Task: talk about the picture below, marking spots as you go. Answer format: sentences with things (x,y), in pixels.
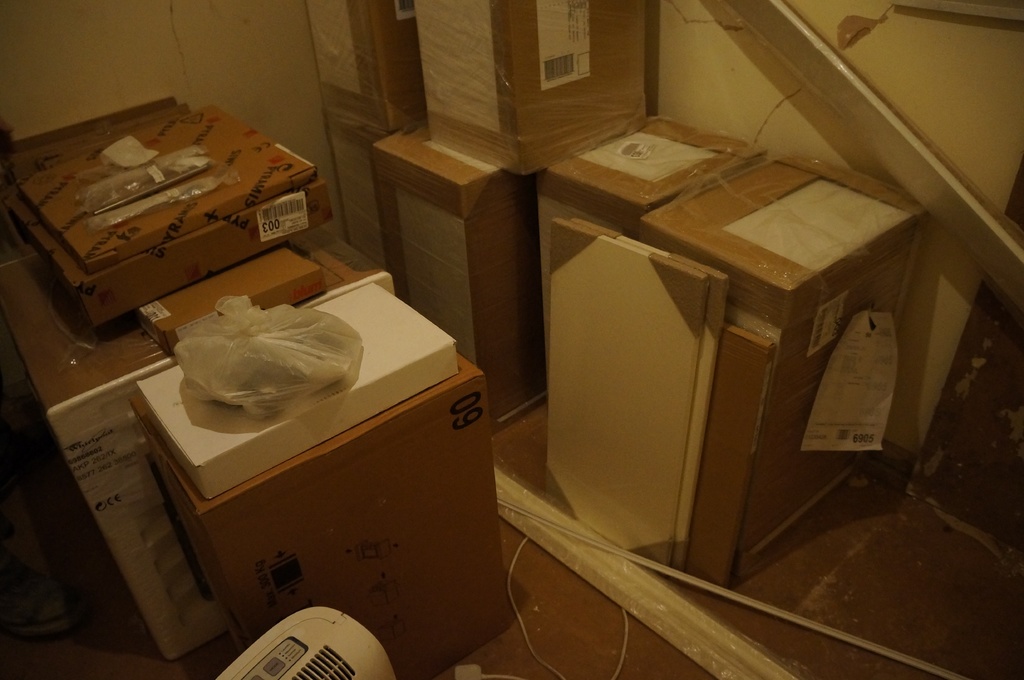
In this image there are sealed cardboard boxes (526,334) and boards (685,647), and in the background (184,36) there is a wall (154,38).
